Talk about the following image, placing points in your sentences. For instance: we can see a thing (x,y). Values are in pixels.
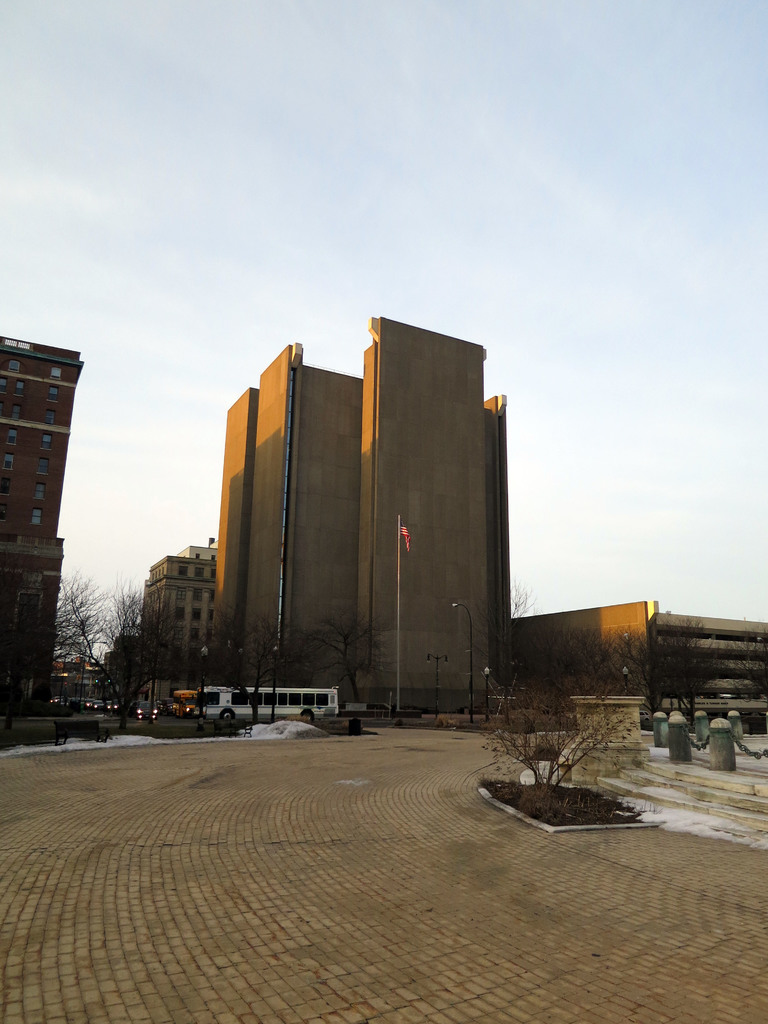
In this picture we can see few vehicles (196,702) on the road (200,715). There are few street lights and poles (471,684) on the road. We can see a plant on the path (352,809). There is some fencing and few stairs (673,780) on the right side (745,813). We can see few trees (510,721) and buildings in the background (524,683).
